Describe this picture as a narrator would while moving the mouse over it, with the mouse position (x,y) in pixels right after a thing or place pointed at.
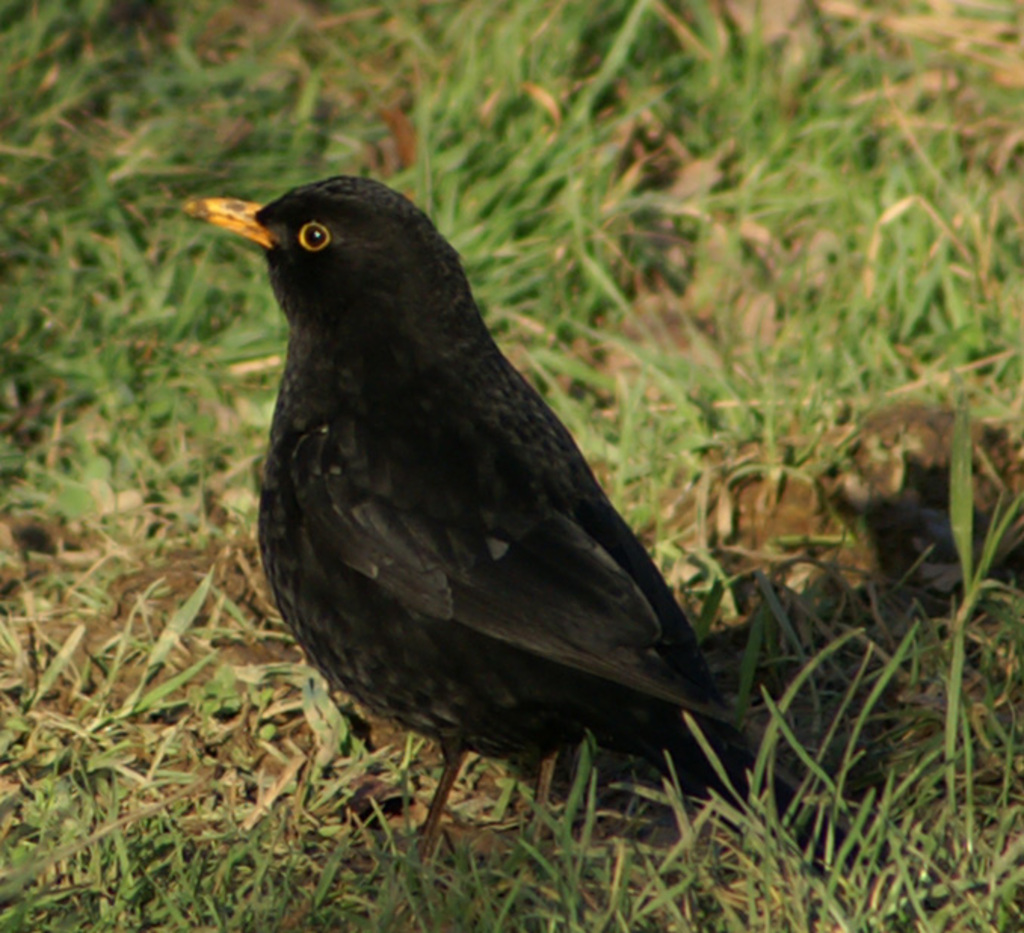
In this image there is a bird (400,376) on the ground (321,686), there is the grass (136,821), there is grass (133,837) truncated towards the bottom of the image (335,888), there is grass (69,313) truncated towards the left of the image (101,375), there is grass (131,325) truncated towards the top of the image (589,12), there is grass (954,384) truncated towards the right of the image (871,411).
